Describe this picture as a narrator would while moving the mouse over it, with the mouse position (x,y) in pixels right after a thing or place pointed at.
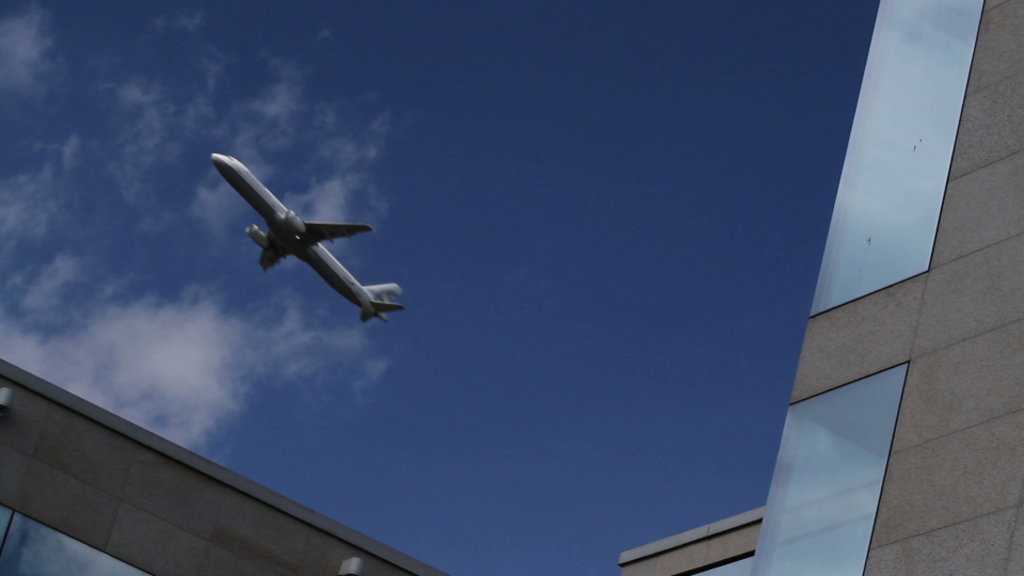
This image consists of a plane (330,268) flying in the air (614,218). In the background (514,84), there are clouds (53,327) in the sky (545,385). On the right (852,553), there is a building (801,575).
